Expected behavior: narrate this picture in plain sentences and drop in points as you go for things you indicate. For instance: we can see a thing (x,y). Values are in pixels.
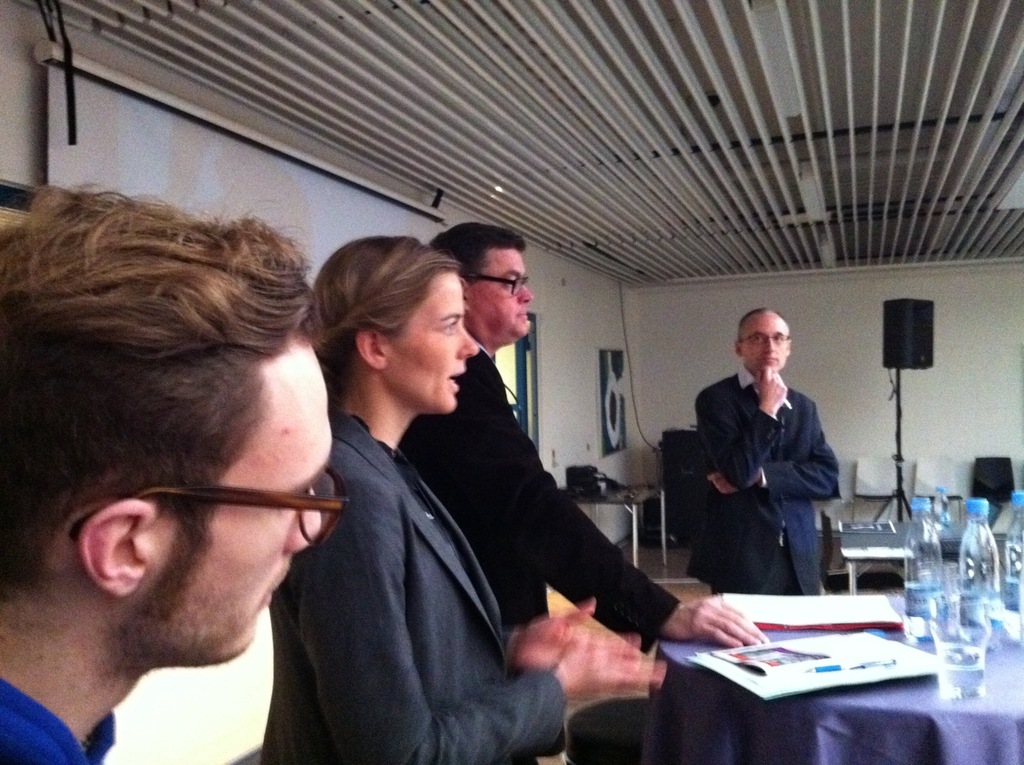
In this image there are persons (459,531) standing. In the center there is a table (866,723) which is covered with the cloth (953,732), on the table (881,730) there are bottles (967,590), glass (969,603) and papers (859,654) and in the background (600,388) there is a frame (605,416) on the wall (632,376) and in front of the wall (874,428) there are empty chairs (949,473) and there is a black colour stand (896,400).
